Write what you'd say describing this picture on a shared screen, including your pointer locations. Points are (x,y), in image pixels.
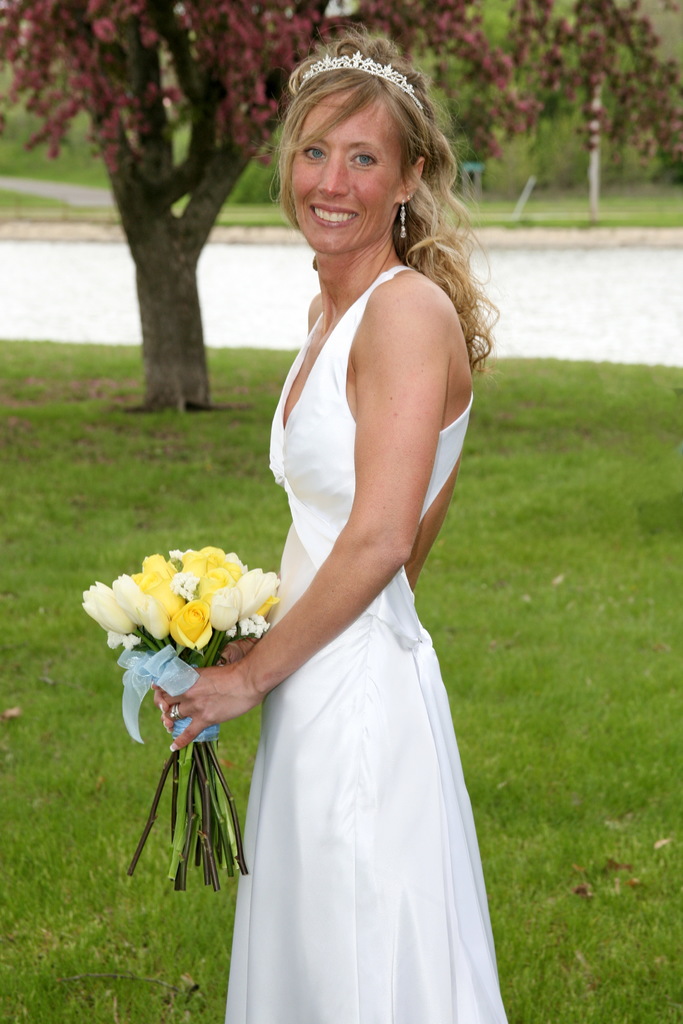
In this image I can see a woman (384,638) wearing white colored dress (349,711) is standing and holding few flowers (205,659) which are yellow and white in color. In the background (152,553) I can see some grass (114,468) on the ground (105,447), a tree (140,80) which is green, pink and brown in color, the water (124,271) and few other trees (479,97).
